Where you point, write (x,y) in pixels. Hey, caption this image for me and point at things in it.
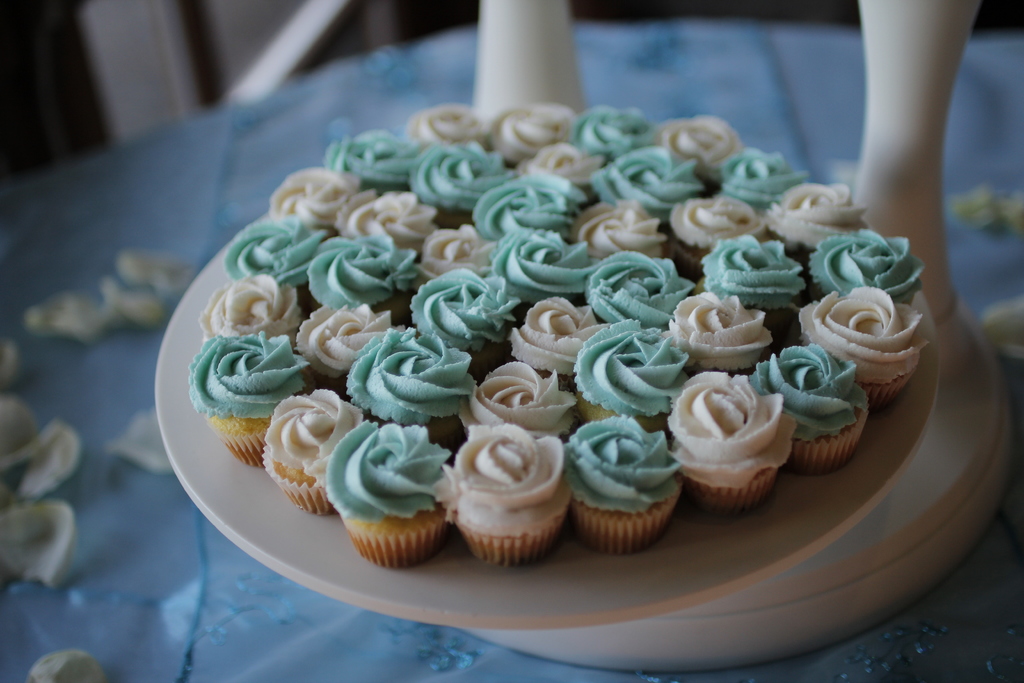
In this picture we can see cupcakes (348,417) on a plate (561,592) and in the background (158,73) we can see some objects (479,34).
